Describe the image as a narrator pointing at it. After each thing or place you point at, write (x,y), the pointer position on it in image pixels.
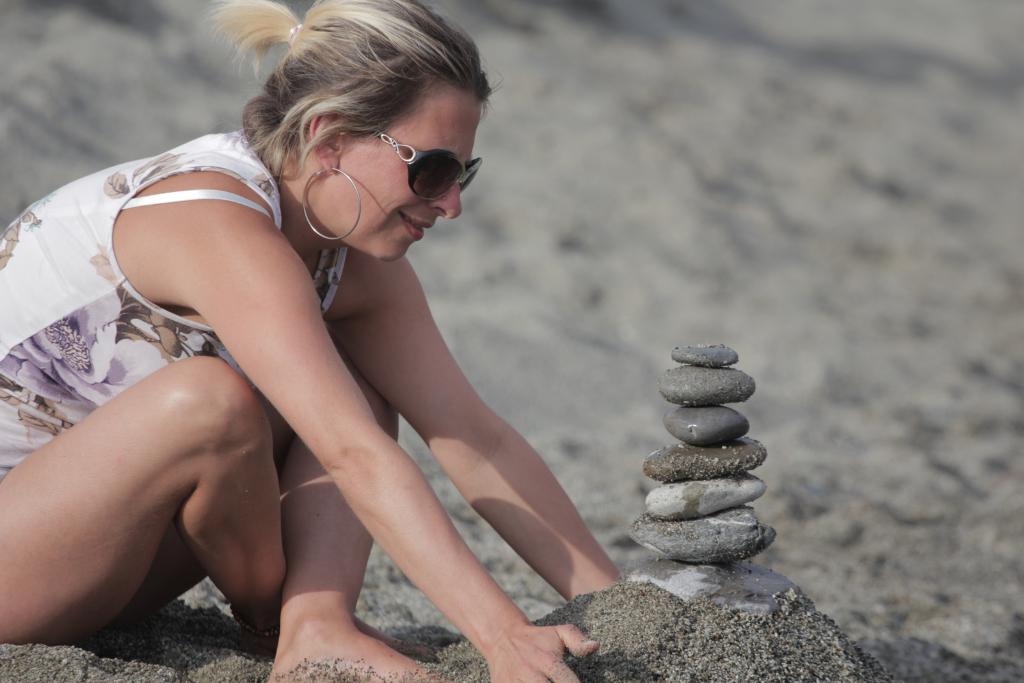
In the picture I can see a woman (156,233) wearing white color dress (116,376), earrings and glasses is sitting on the sand (468,236) and is on the left side of the image (325,282). Here I can see stones (698,530) kept on the sand (818,448). The background of the image (97,133) is blurred.
